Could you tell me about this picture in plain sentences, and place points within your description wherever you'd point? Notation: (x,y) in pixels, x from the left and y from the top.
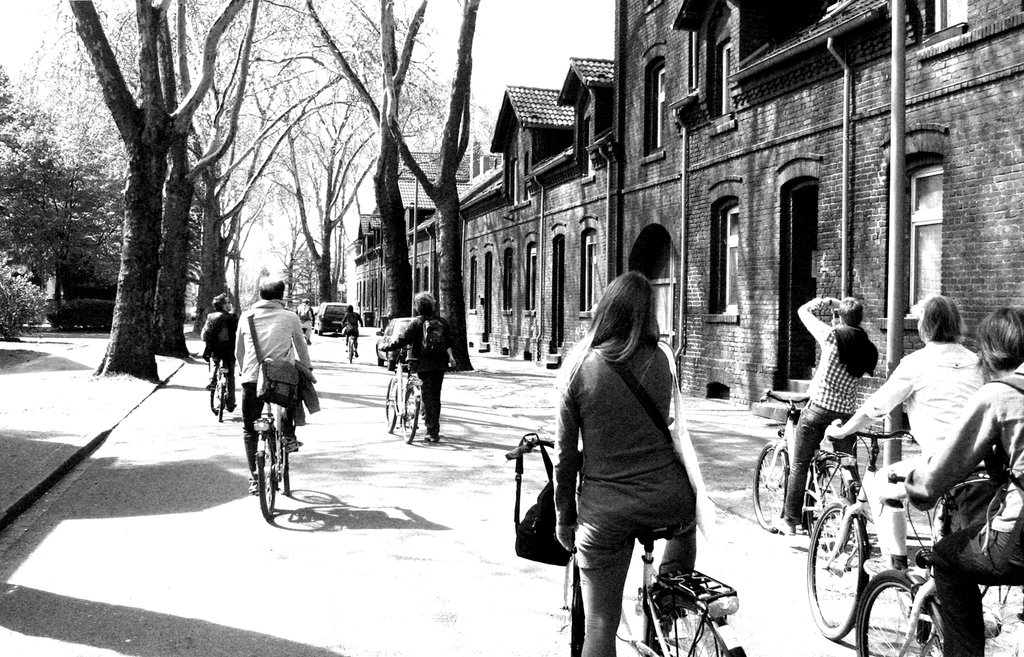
Here these people (246,397) are riding bicycles (278,414) on a road (353,463). A woman (589,559) is standing on a bicycle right side (823,238) there is a building (836,238). Beside there are trees (161,248) It's a sky (545,69).
